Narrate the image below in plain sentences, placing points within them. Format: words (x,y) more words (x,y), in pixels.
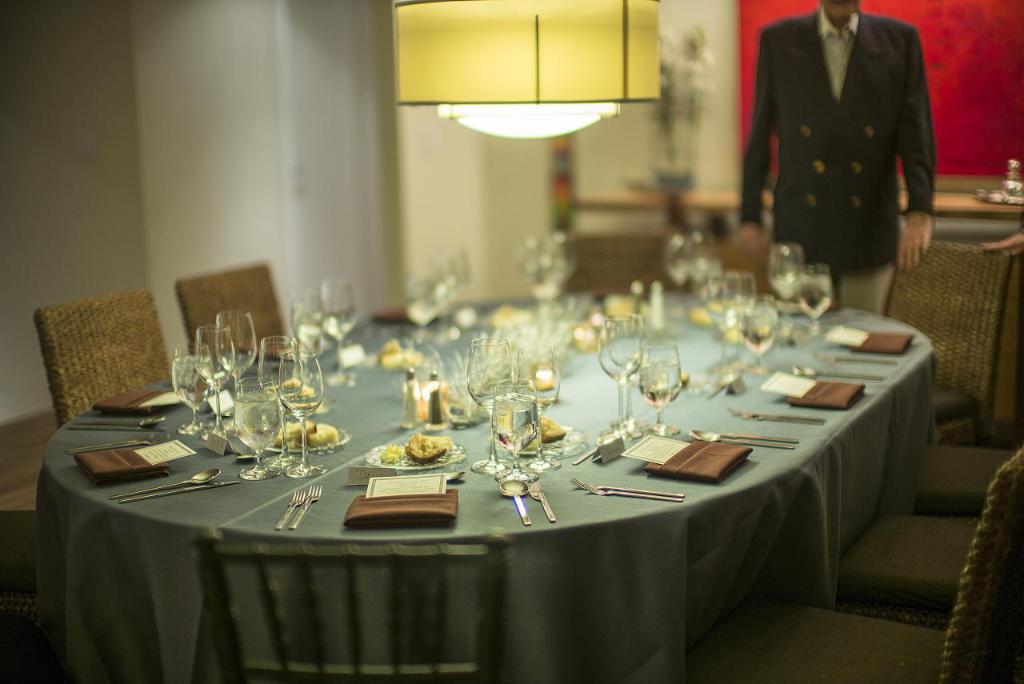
In the image we can see there is table (301,521) on which there are wine glasses (285,378) and there are menu cards (420,489) in the cloth (365,521), there are fork (620,493), spoon (526,511), knife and other food items (438,448) kept on the table (599,429) and at the back (906,278) there are chairs (908,586) on the top (545,110) there is lightings (636,101) and at the wall (729,134) there is red painting (944,107) on it.
